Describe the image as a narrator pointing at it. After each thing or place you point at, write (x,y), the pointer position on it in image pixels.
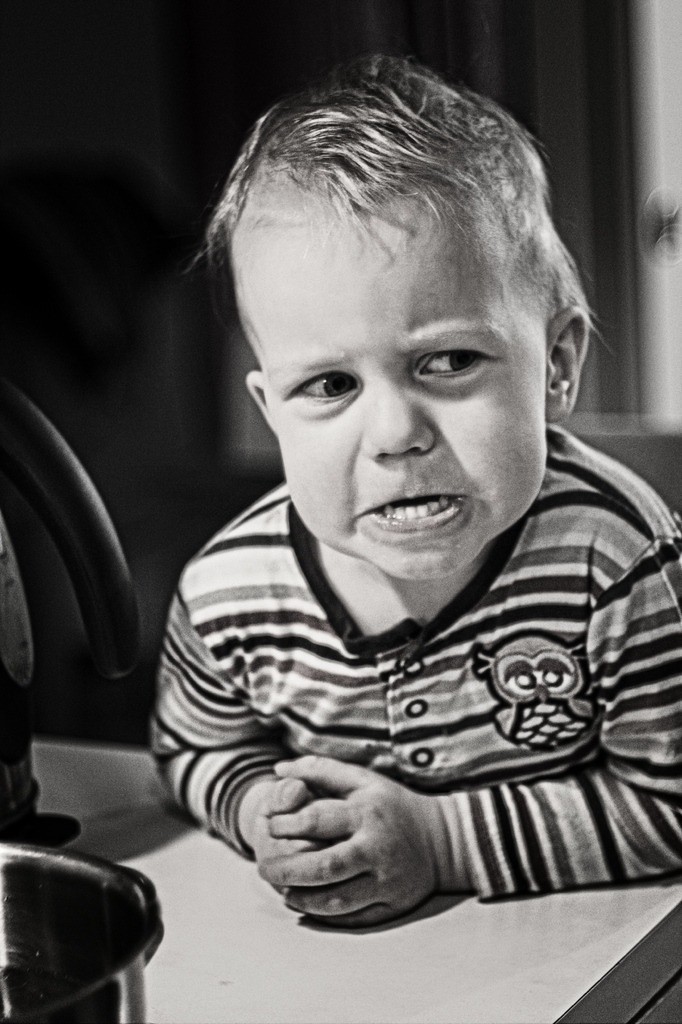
This is a black and white image. We can see a kid (519,795) and some objects (16,444) on the left (129,625). We can also see the blurred background (109,365).
